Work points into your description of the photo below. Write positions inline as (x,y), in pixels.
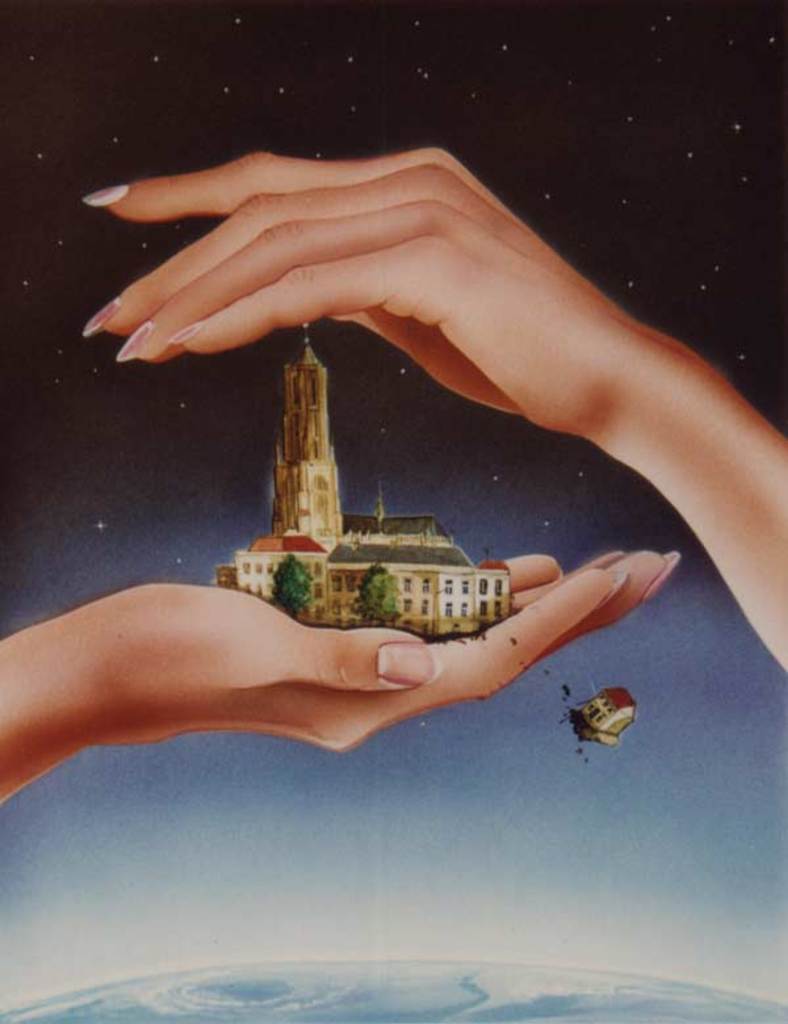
At the bottom of the image (733,1015) there is earth (23,1012). And there is a person hand (582,610) with buildings (310,567) and trees (300,591). And also there is another hand (349,269). In the background (89,248) there are stars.
